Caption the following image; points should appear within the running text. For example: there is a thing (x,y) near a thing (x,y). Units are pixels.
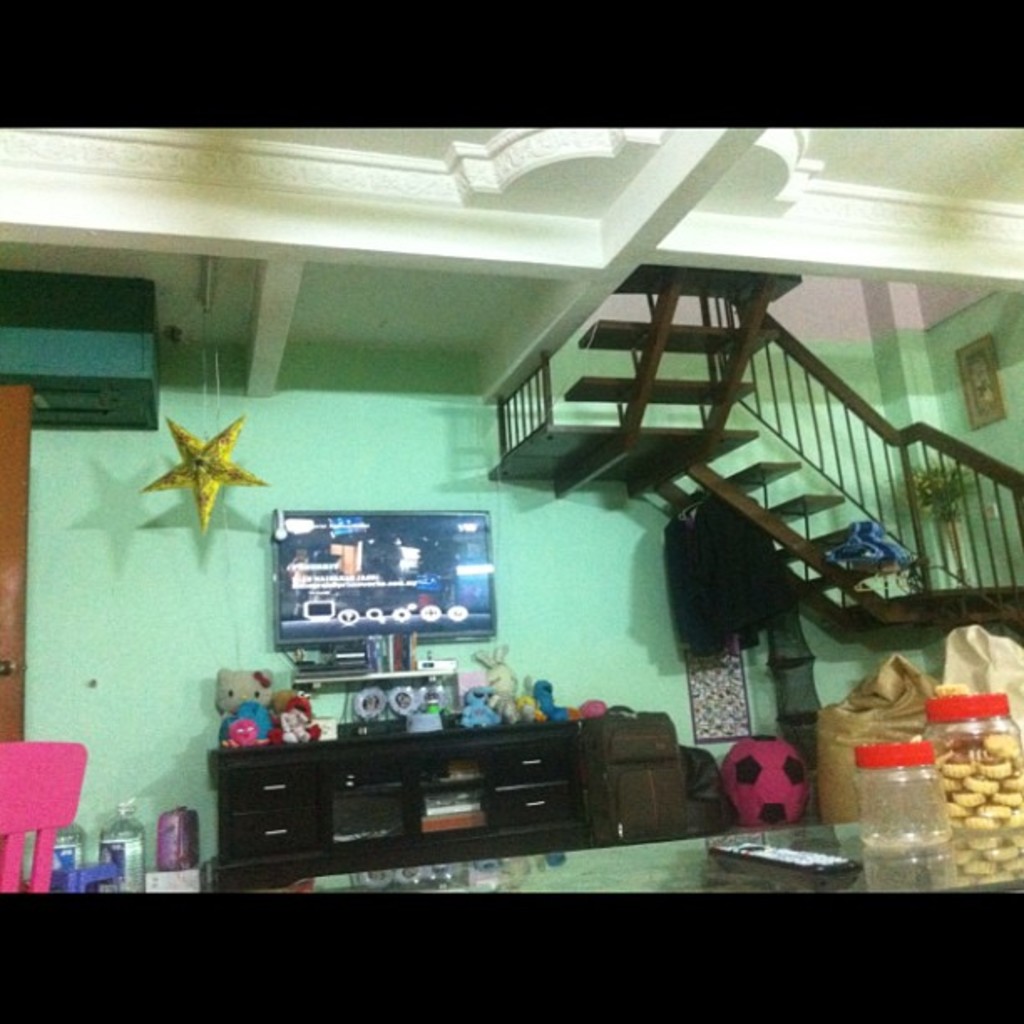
In this picture we can observe a TV (360,605). There are some teddy bears (287,699) and toys (268,701) placed on the black color desk (364,759). We can observe a bag (644,780) and a ball (758,786) beside the desk (571,734). On the right side (756,505) there are stairs (731,400). In the background (387,459) we can observe a wall (116,596) which is in green. There is yellow color star (208,461) hanging. On the right side (881,782) there are two jars (881,788) placed on the table (742,872) along with a remote (750,847).
